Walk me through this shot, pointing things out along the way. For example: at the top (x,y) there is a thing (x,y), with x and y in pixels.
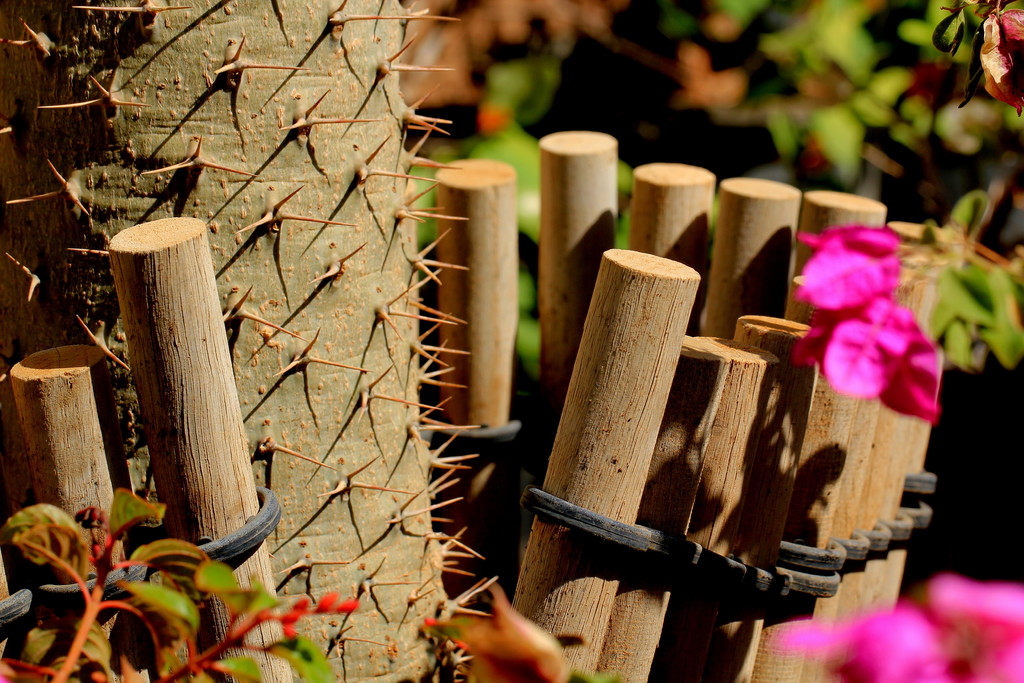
In this picture we can see few flowers (868,624), plants (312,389), wooden sticks (598,363) and spikes (308,457), we can see blurry background (643,138).
